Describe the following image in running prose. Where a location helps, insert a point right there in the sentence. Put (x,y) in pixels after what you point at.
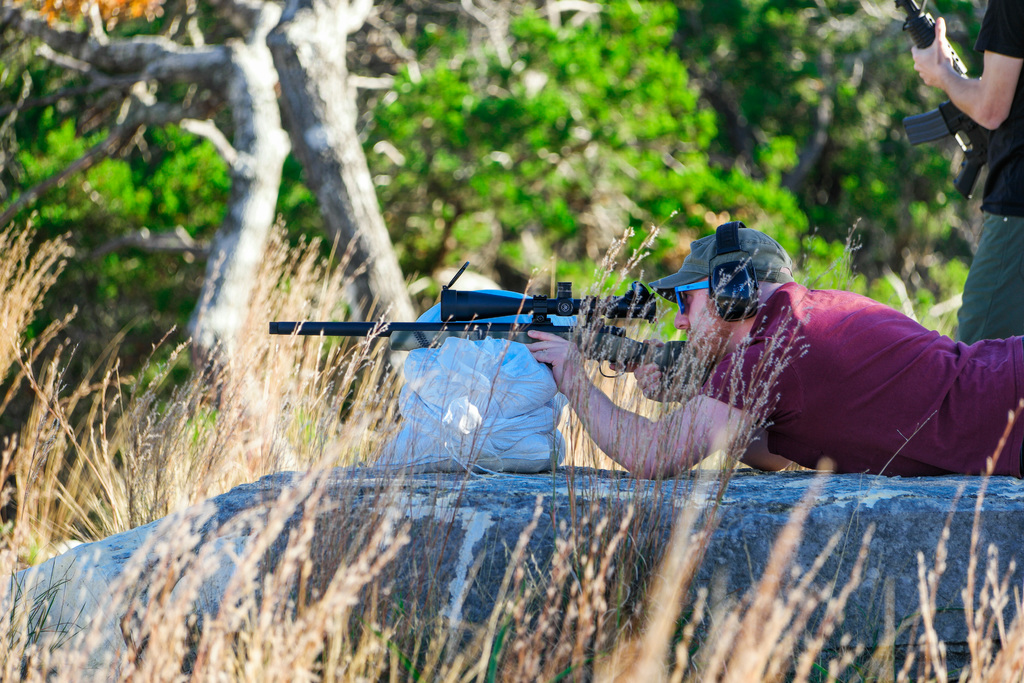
In this picture we can see persons (888,372), they are holding guns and in the background (325,206) we can see trees (89,305).
